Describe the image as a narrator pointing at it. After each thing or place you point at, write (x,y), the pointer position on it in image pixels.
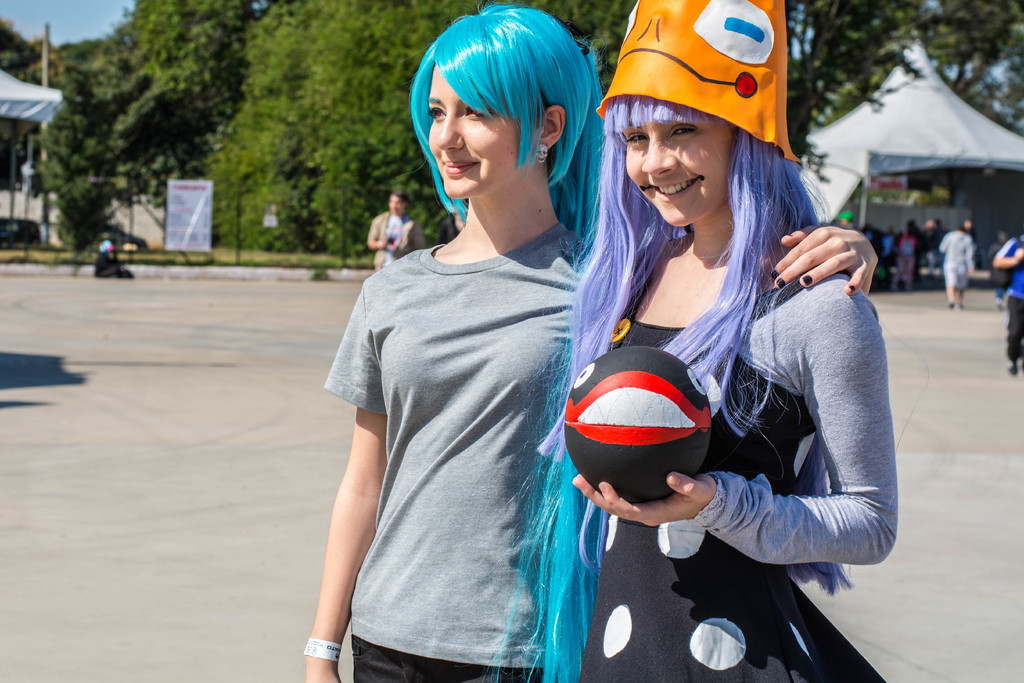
In this given picture there are two girls (547,32) those who are standing at the right side of the image (713,548), and the girl (757,58) is holding a ball (640,500) in her hand (690,512) and there are some trees (332,67) around the area of the image and it is a day time, the color of hair (478,74) is different of these two girls (584,214).
